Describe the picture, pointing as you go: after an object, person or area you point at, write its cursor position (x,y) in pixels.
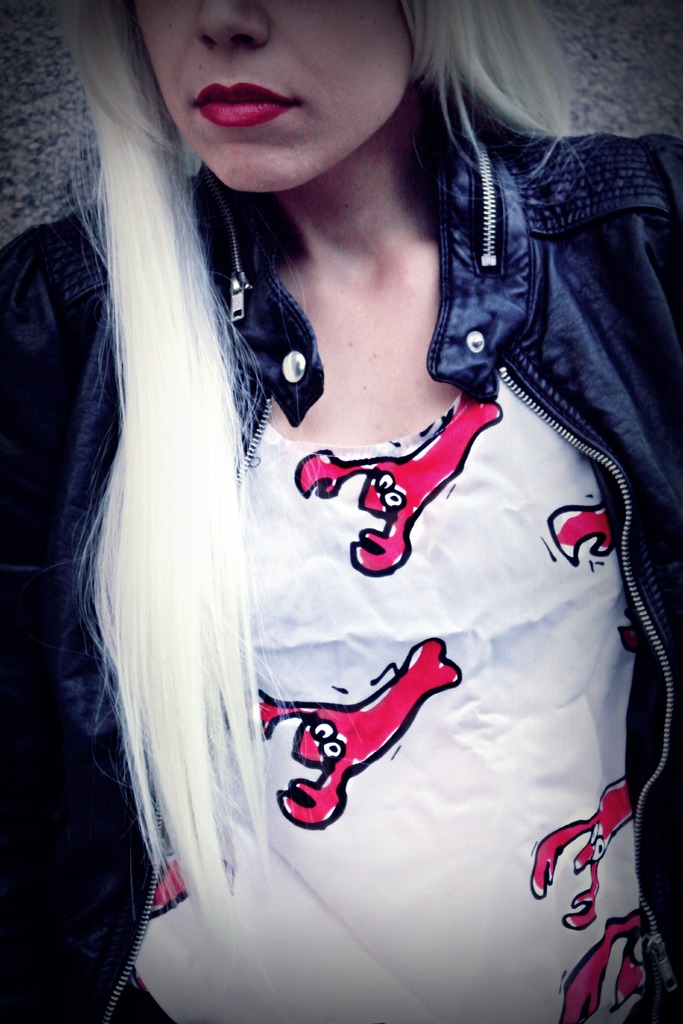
In the foreground (411,681) we can see a woman (97,406) wearing white color t-shirt (381,701) and a jacket (609,347). In the background (641,64) we can see an object (618,57) seems to be the wall (584,53) and we can see the pictures (419,510) of some objects (386,565) on the t-shirt (488,750) of a woman (266,779).
